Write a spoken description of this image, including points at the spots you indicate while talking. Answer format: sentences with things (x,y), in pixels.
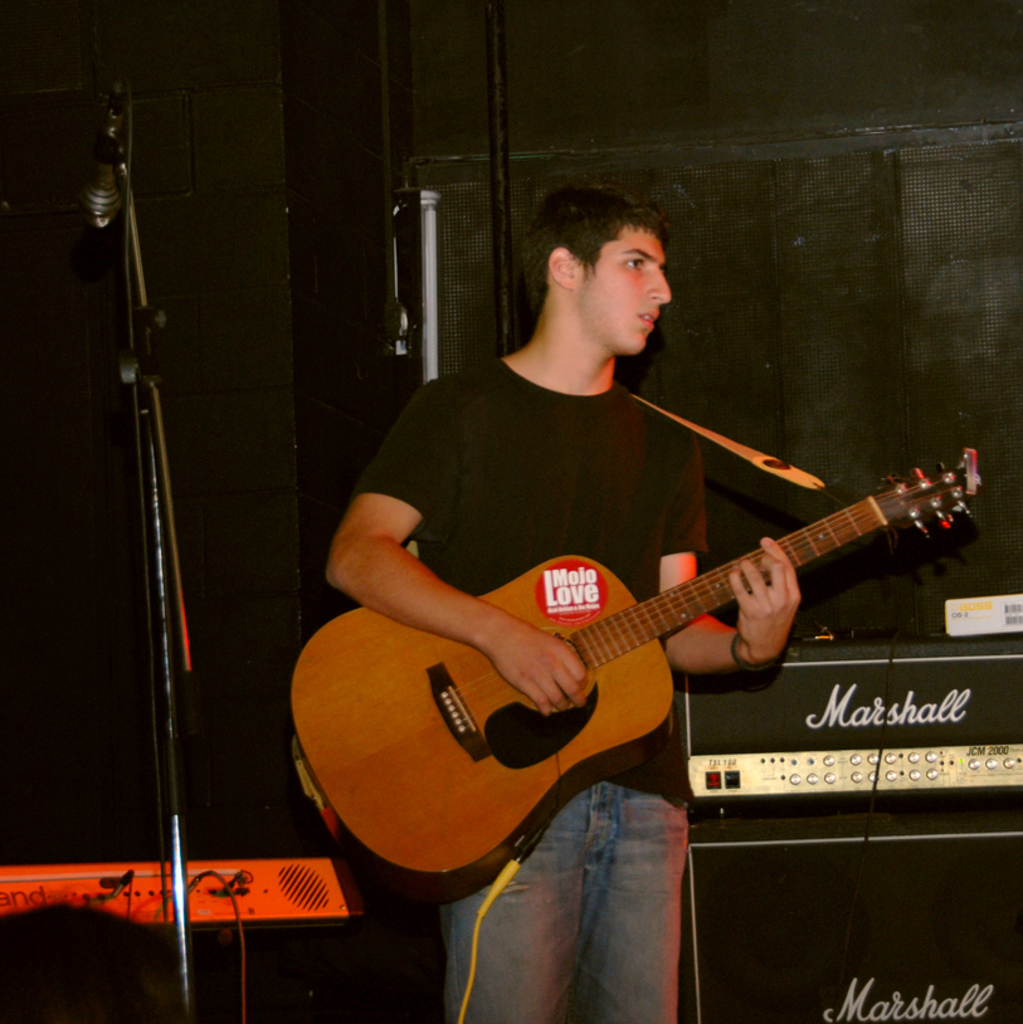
In this image I can see a man (734,587) is standing and holding a guitar (957,500). Here I can see a mic (106,158).
